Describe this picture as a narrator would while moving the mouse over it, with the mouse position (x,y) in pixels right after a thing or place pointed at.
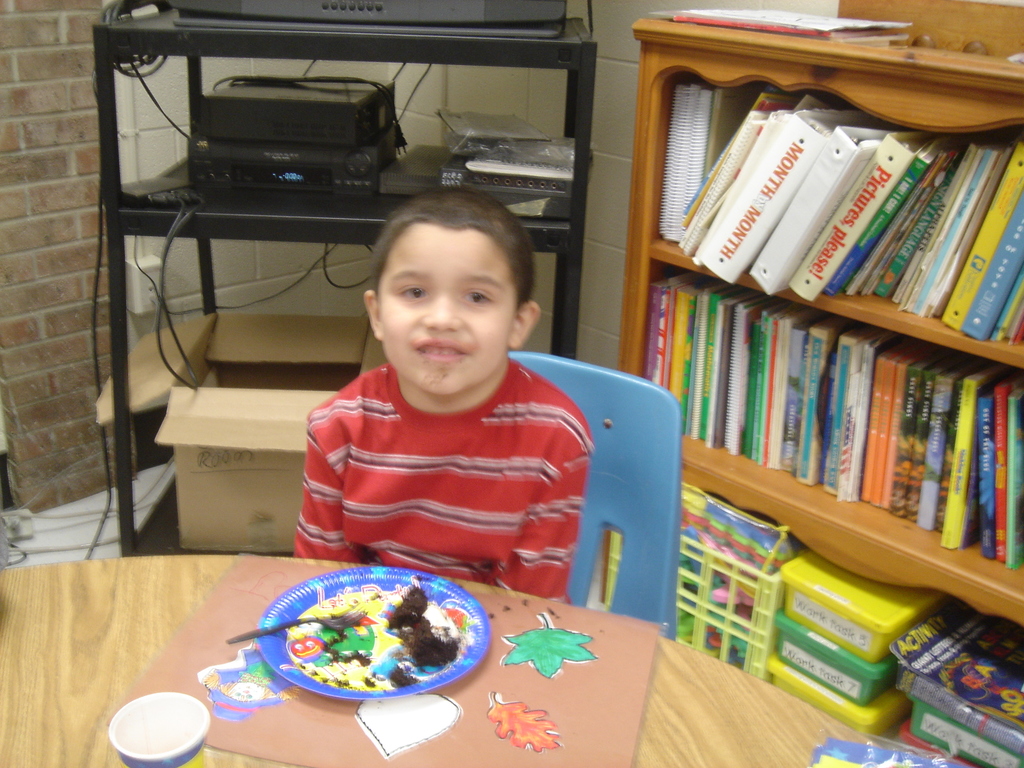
This is the picture inside the room (379,295). There is a person (439,397) sitting behind the table (104,616). There is a plate (321,580), fork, glass (142,713) on the table (17,663). At the right side of the image (830,150) there is a cupboard (845,45), there are books (749,137), boxes (846,640) inside the cupboard (856,299). At the back (446,11) there is a television (408,24) and a cardboard box (232,456).
